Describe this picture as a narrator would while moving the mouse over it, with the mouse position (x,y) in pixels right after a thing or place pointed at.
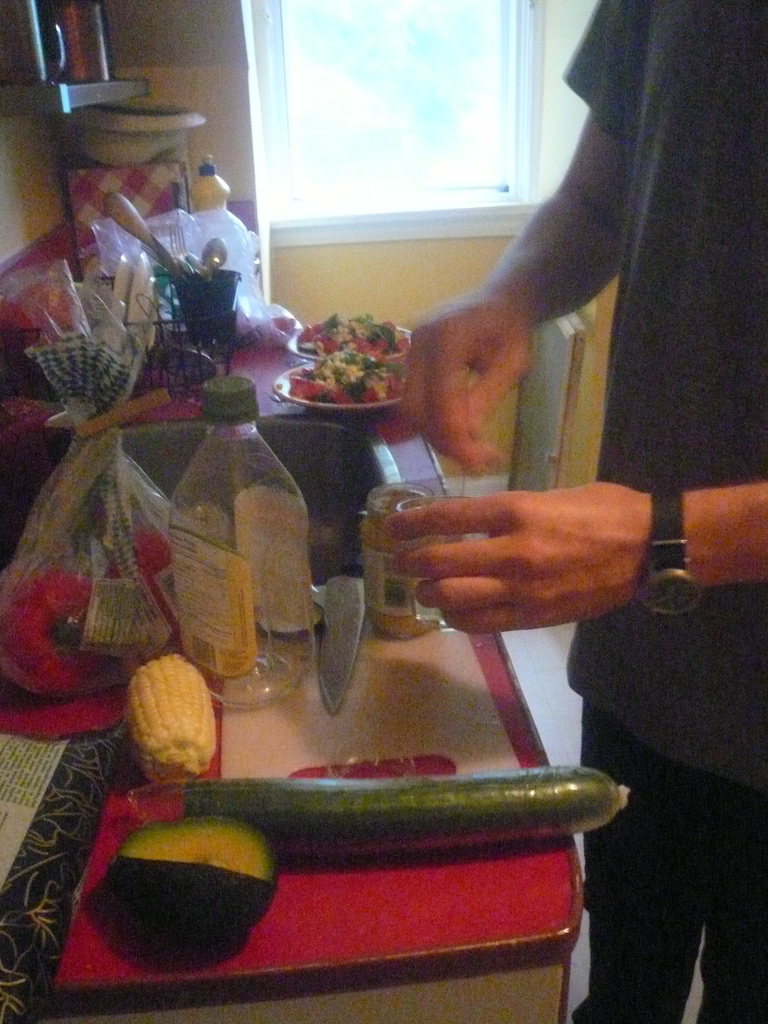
In the picture I can see a man (620,820) standing on the floor (553,733), though his face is not visible and he is holding a glass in his left hand (540,504). I can see the vegetables (223,938), storage can (221,631), plates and other kitchen accessories (197,310) are kept on the table (166,377). I can see the glass window (383,151) at the top of the picture (390,112).
